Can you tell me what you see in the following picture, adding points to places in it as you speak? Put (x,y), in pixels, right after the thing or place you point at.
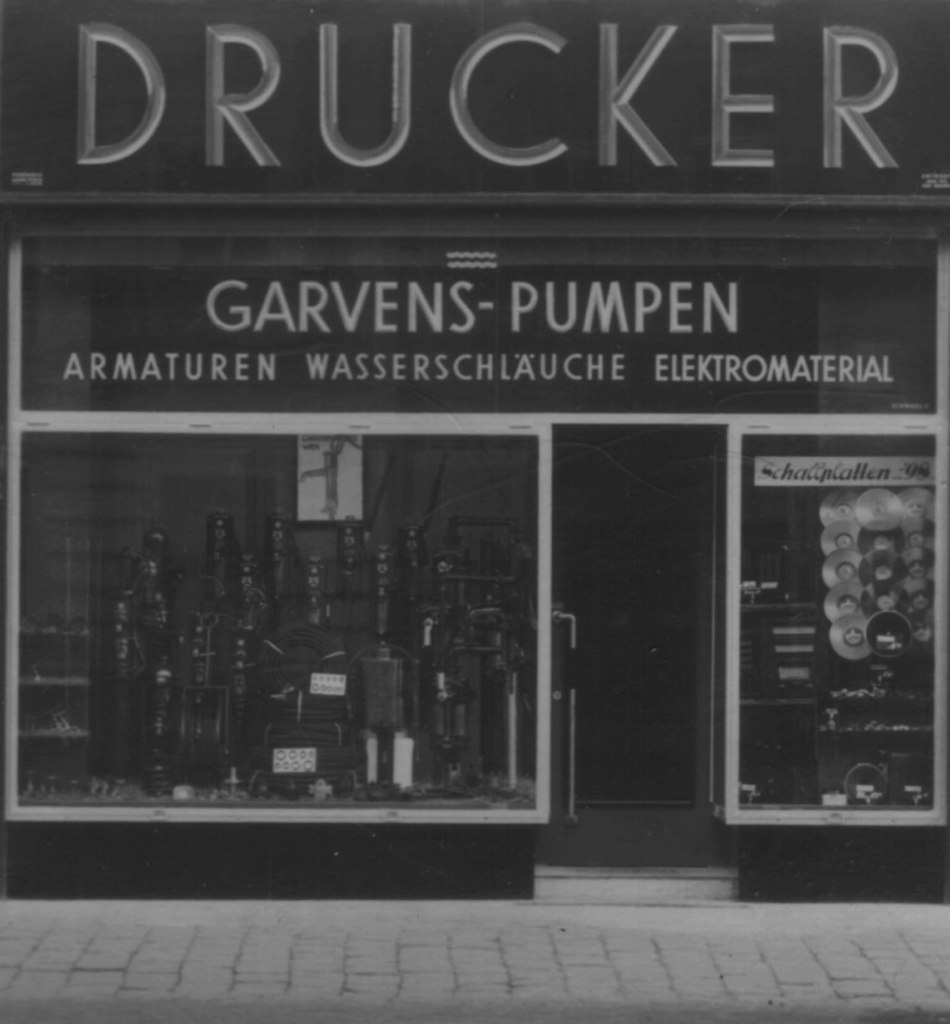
This is a black and white image where we can see the store (502,583), door (647,739) and boards (604,257) on which we can see some text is written.
